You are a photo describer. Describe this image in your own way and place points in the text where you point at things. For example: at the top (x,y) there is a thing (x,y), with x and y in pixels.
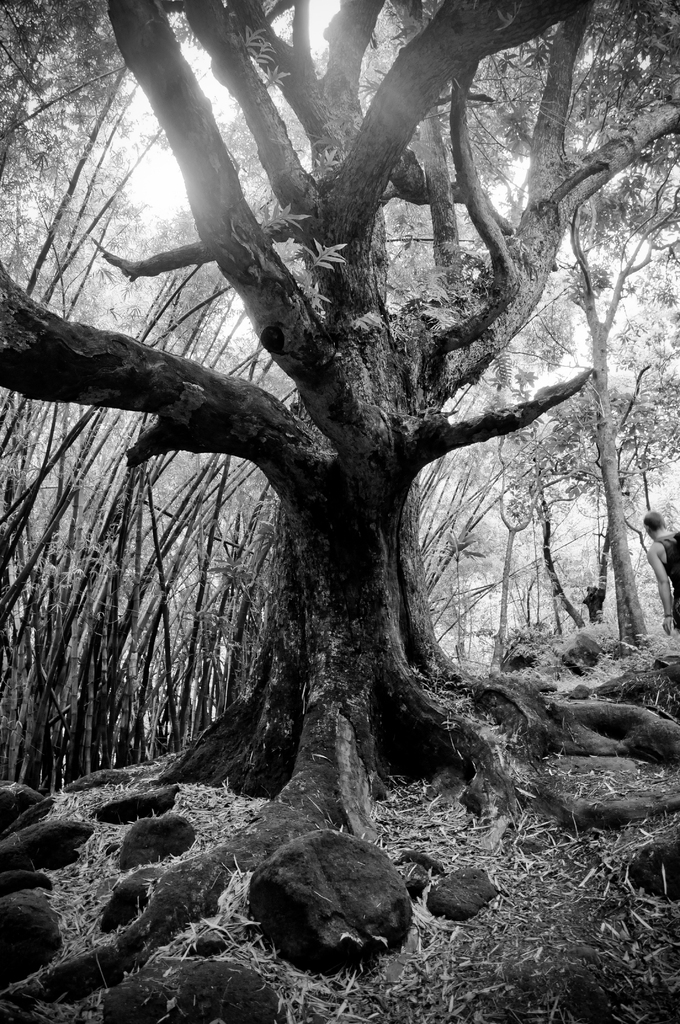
In this image I can see few trees (265,185) and I can also see the person (671,617) standing. Background (156,153) I can see the sky (171,177) and the image is in black and white.
